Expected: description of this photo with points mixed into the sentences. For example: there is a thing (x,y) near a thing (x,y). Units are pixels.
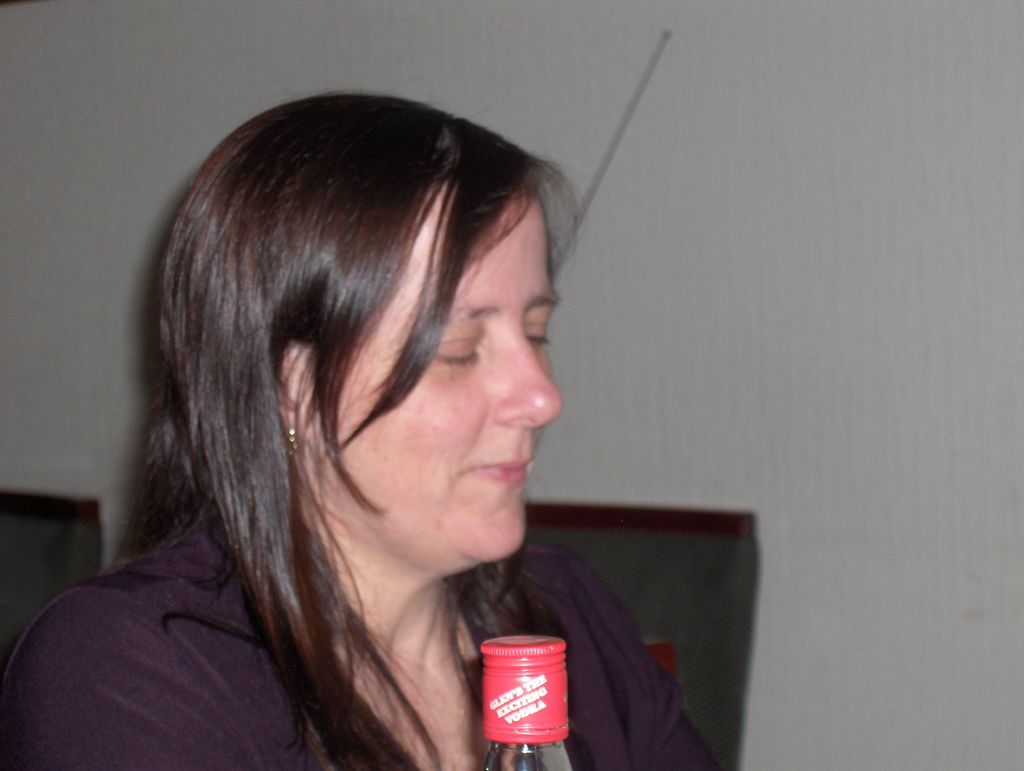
In this image I can see a person (400,354). There is a bottle (525,680) and in the background (697,336) there are objects (747,580) and there is a wall (738,82).
